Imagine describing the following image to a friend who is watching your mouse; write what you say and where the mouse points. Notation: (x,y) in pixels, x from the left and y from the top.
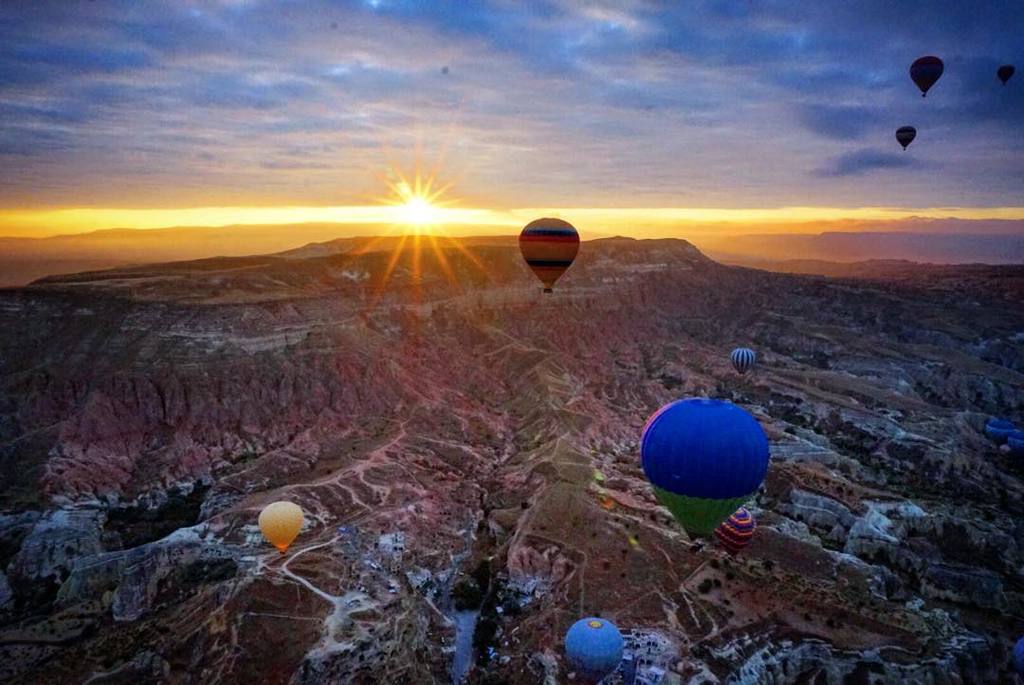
In the image we can see some hot air balloons (1023,653). Behind the hot air balloons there are some hills (280,229) and clouds (199,176) and sky (592,186) and sun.
